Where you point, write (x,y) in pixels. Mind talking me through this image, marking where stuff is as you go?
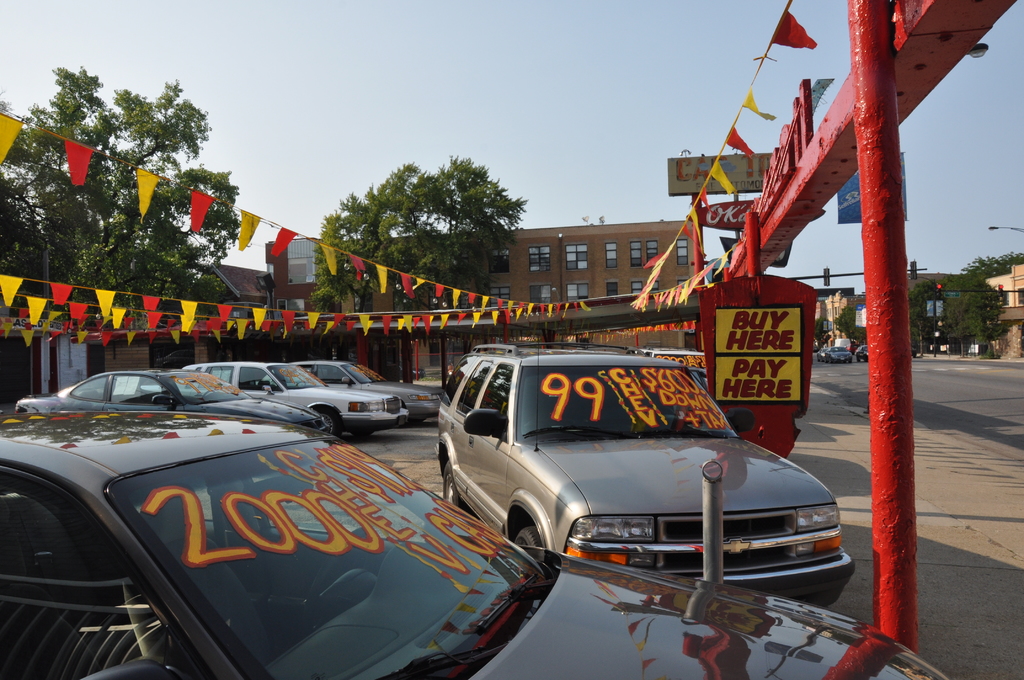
In this image I can see few vehicles (328,584) on the road (995,657). In front (614,454) the vehicle (682,498) is in silver color, background (85,254) I can see few colorful flags (247,220), trees (460,238) in green color, buildings (513,280) in brown, cream color and I can also see few light poles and the sky (463,110) is in white color.
